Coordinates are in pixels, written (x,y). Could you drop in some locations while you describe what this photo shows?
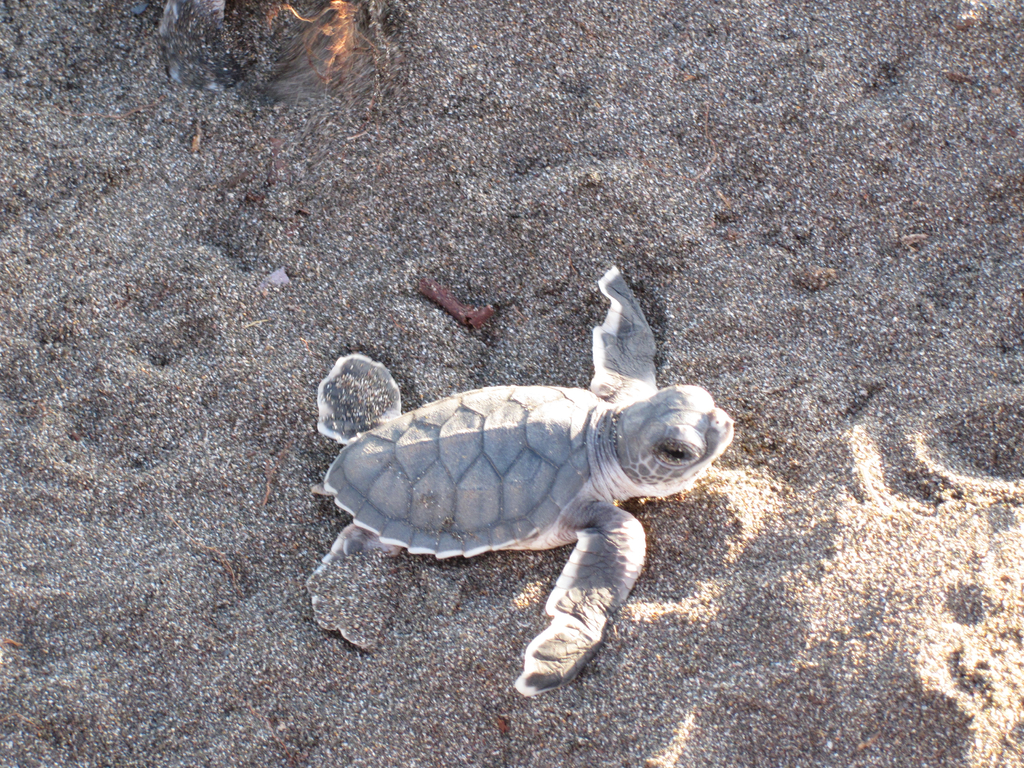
In this image I can see a turtle (322,414) on ground (267,468).
